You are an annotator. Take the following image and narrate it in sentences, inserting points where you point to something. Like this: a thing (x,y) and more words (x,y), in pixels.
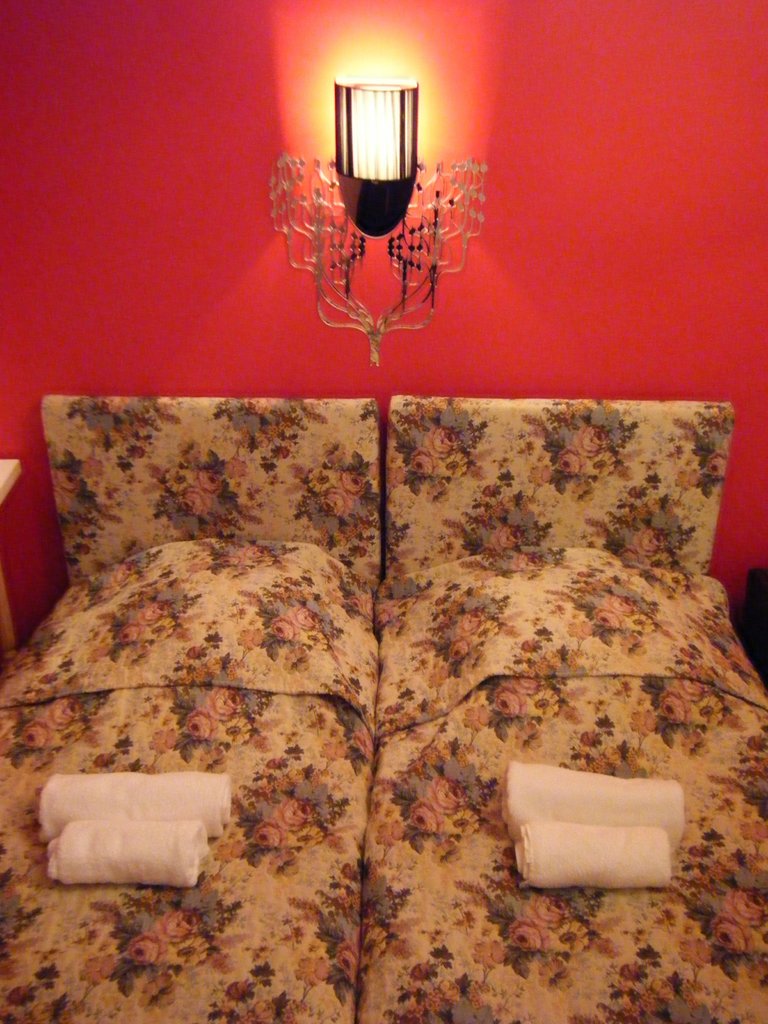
In this image I can see there are two beds (430,834) and there are white color towels (574,880) on them. In the middle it is a lamp (439,232) to the wall (451,232).
